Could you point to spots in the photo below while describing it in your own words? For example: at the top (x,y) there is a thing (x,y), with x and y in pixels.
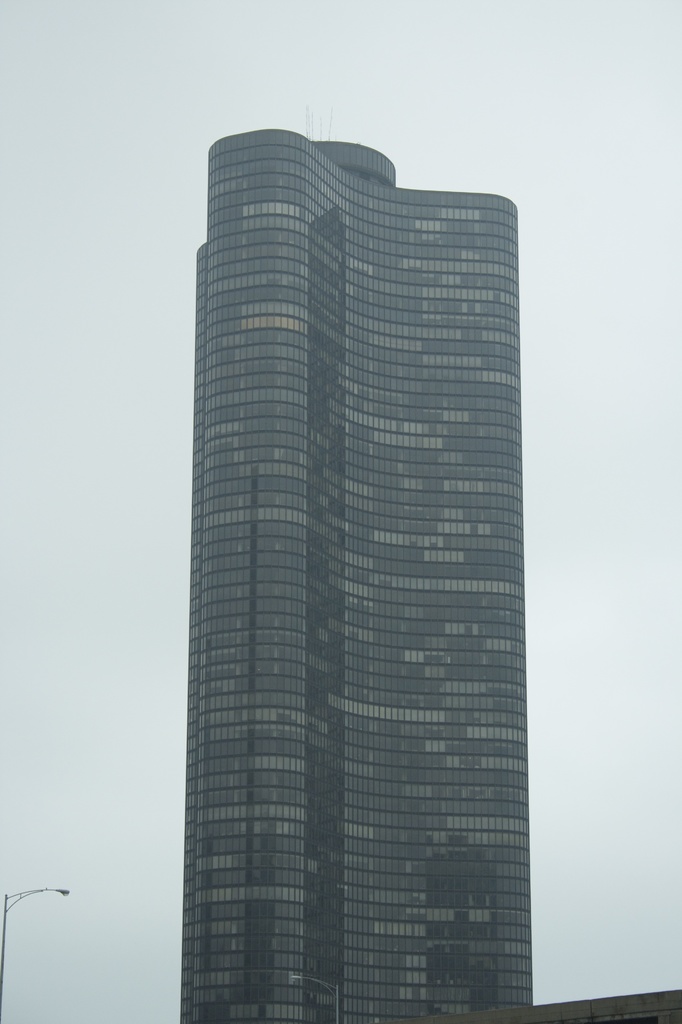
In the center of the image (348,498) we can see a building (328,426). At the bottom of the image (7,920) we can see the electric light poles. In the background of the image (40,749) we can see the sky (99,213).
